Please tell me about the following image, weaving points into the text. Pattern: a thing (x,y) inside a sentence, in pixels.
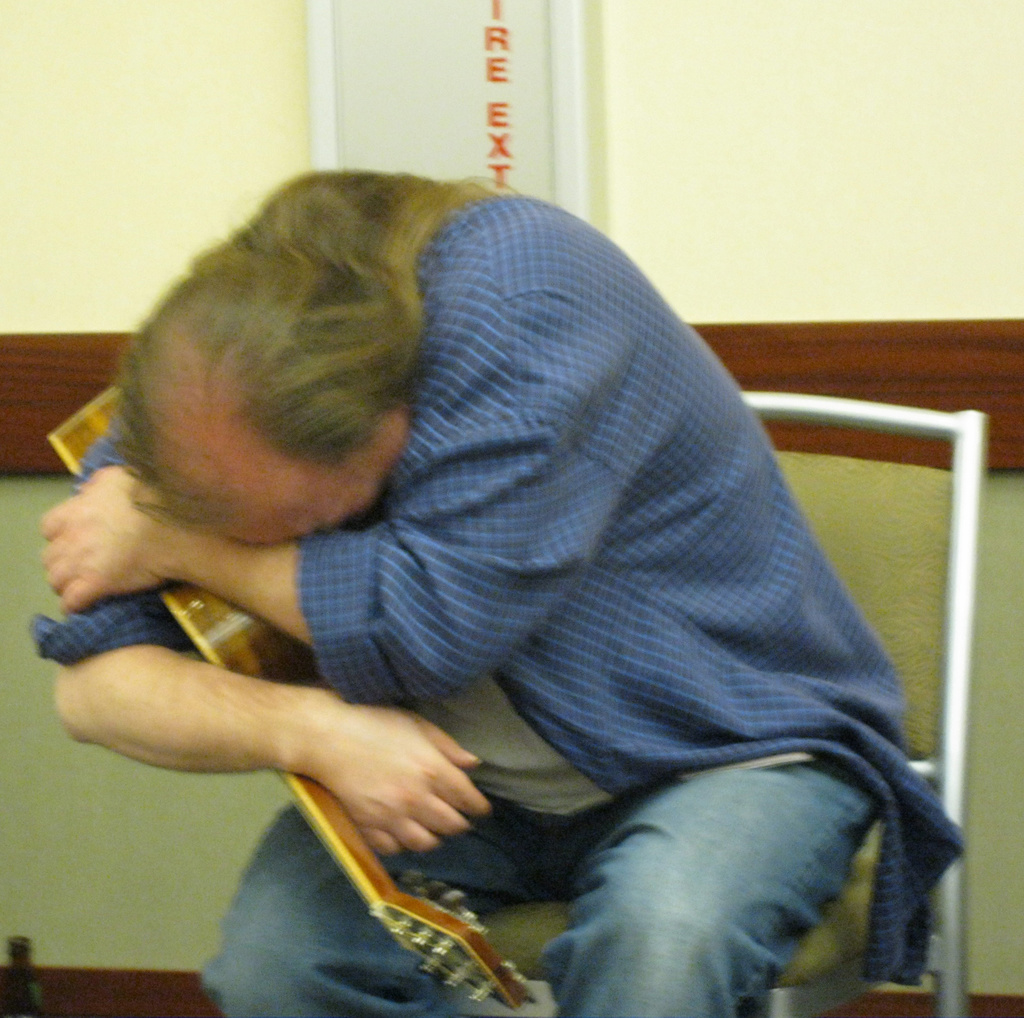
A man (346,684) is holding guitar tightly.
